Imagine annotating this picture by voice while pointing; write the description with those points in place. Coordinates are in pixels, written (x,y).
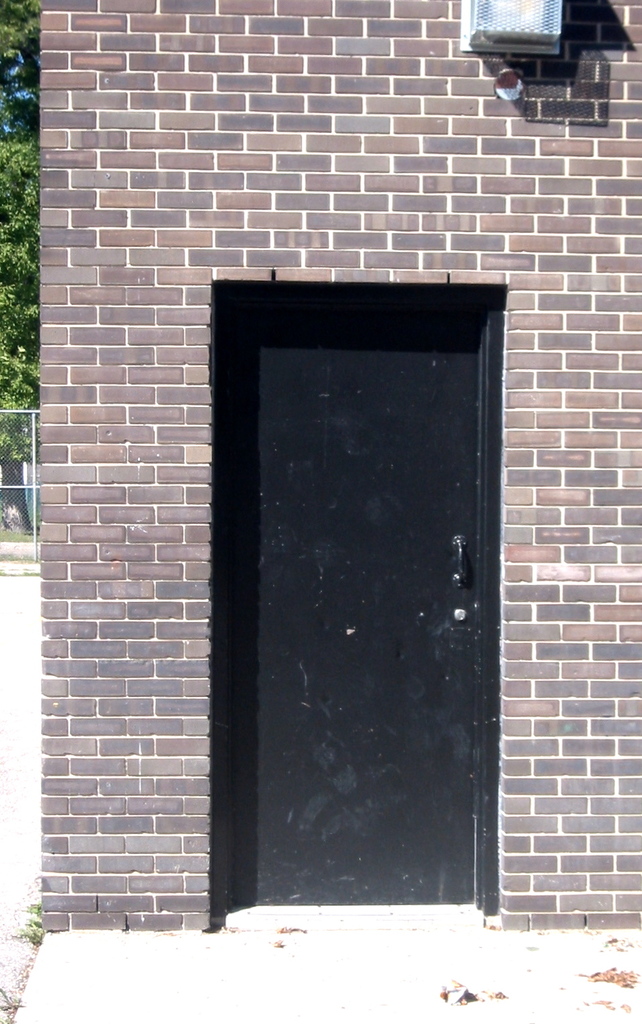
In this picture we can see object (469,46) on the wall (453,106) and door (361,614). In the background of the image (9,499) we can see mesh (9,449) and leaves (23,203).
